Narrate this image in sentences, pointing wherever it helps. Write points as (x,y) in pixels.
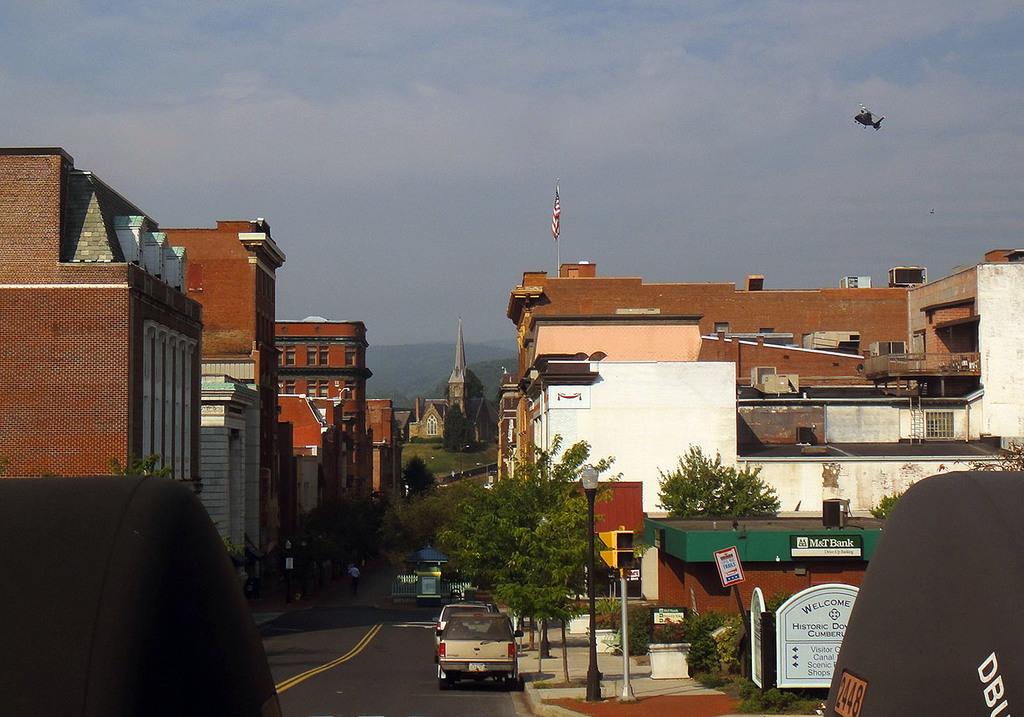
The picture is taken outside a city (439,413) on the streets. Towards right (745,365) there are buildings (671,529), trees (579,529), poles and footpath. In the middle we can see cars (448,609) moving on the road (368,639). On the left (142,423) there are buildings (299,420). In the center of the background (457,380) there are buildings (459,364). At the top (571,184) it is sky (971,101). At the top right corner (871,120) there is a helicopter (873,121).
